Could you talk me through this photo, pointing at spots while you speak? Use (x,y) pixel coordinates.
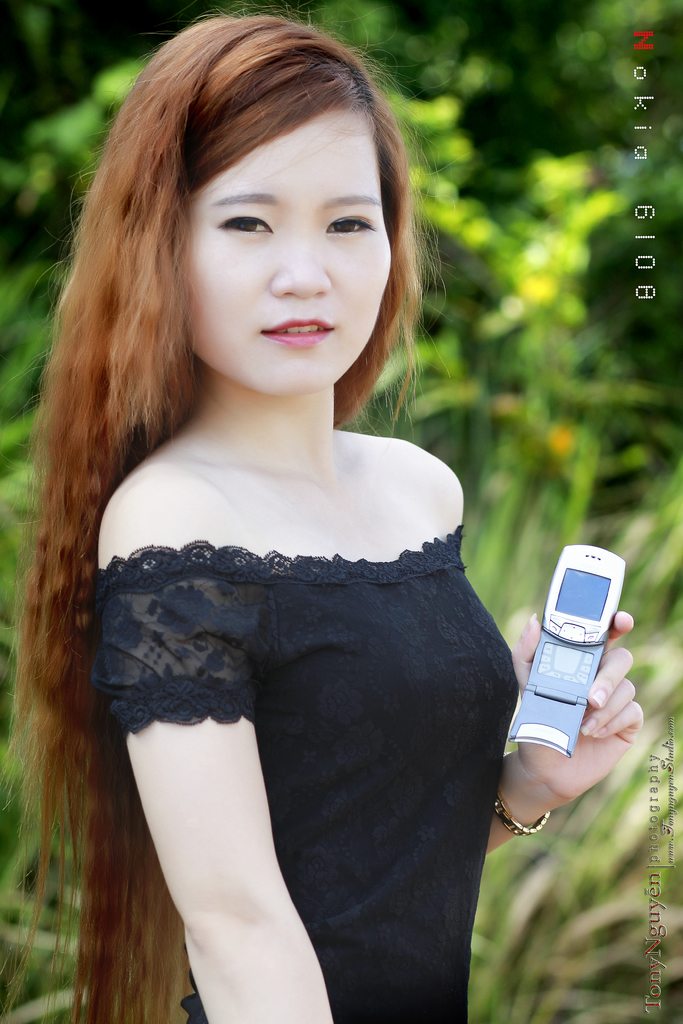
In the center of the image (308,361), we can see a lady (389,643) holding a mobile (609,605) and in the background (507,155), there are trees (543,211) and we can see some text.
